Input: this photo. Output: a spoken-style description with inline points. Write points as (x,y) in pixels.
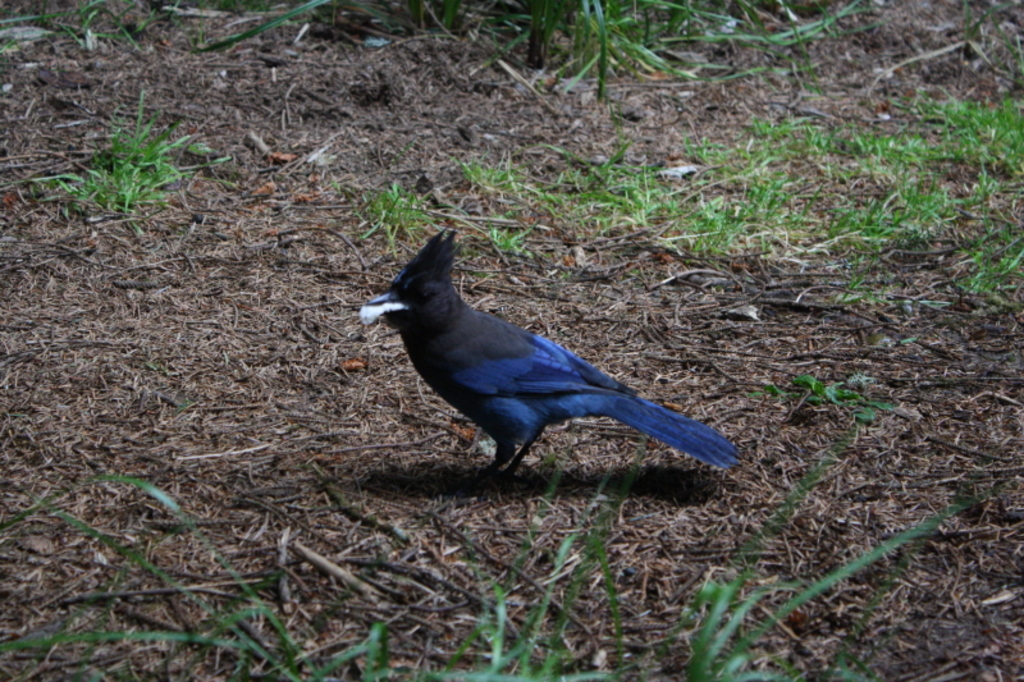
A bird (529,430) is standing in the middle of an image (559,410), it is in black and blue color. There is the grass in this image.
